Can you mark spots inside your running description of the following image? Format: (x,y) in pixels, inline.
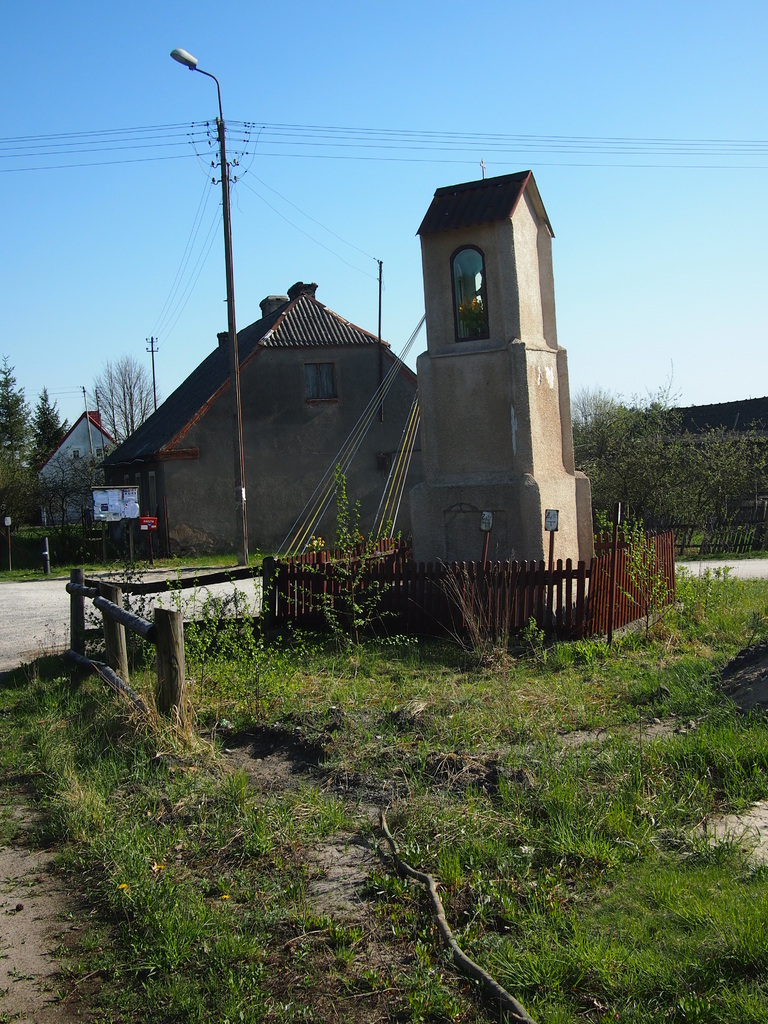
In the center of the image (499,357) there is a tower (524,277) and fencing (569,586) around it. On the left side of the image (249,438) we can see a building (296,424), pole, lights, trees (13,410). At the bottom (238,719) there is a grass (423,860). In the background (186,375) we can see sky (439,74).
